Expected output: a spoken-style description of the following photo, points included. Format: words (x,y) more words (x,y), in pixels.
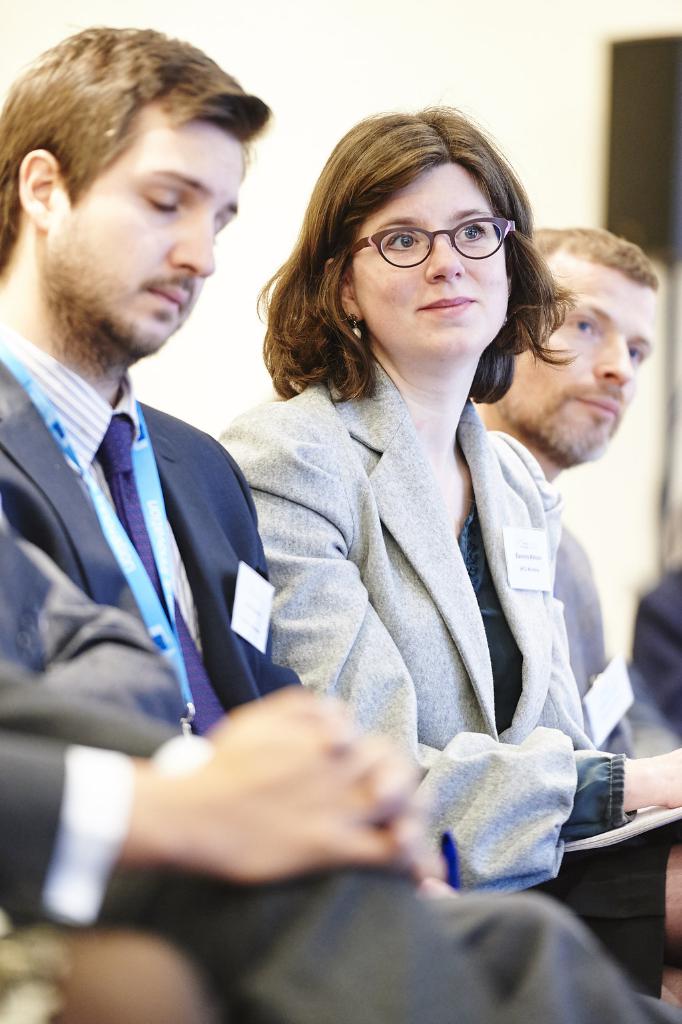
At the bottom of this image (328,725), there are five persons (667,725), sitting. One of them is wearing a spectacle (436,231) and smiling. In the background (667,184), there is a speaker (669,148) attached to a stand (669,555) and there is a white wall (340,52).
